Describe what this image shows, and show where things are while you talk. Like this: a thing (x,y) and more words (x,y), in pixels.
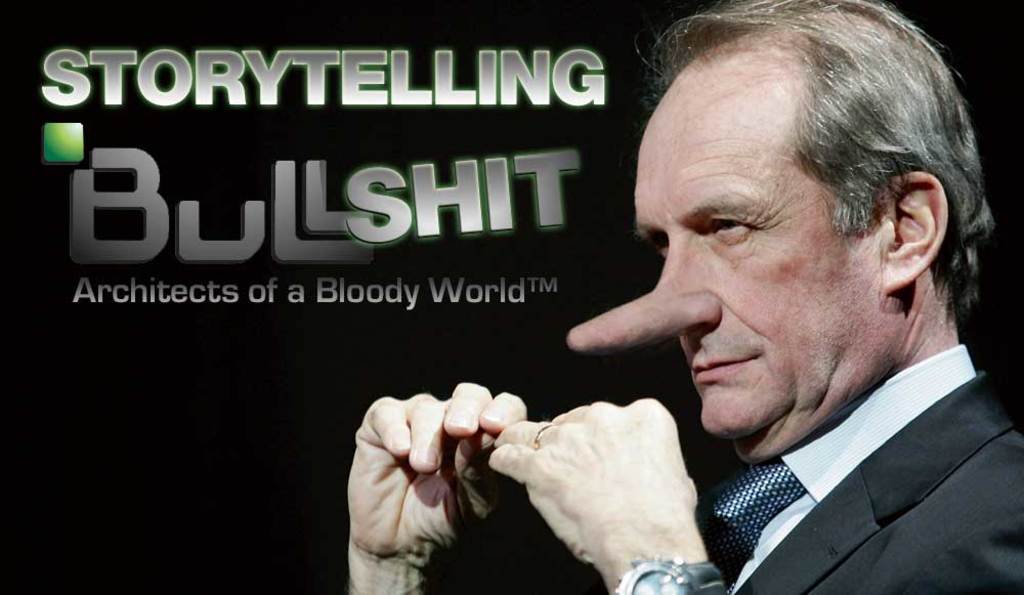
On the right (845,208) we can see a man (844,190) and his nose (718,318) is little big. On the left (83,181) at the top (313,177) there are texts (314,192) written on the image.
